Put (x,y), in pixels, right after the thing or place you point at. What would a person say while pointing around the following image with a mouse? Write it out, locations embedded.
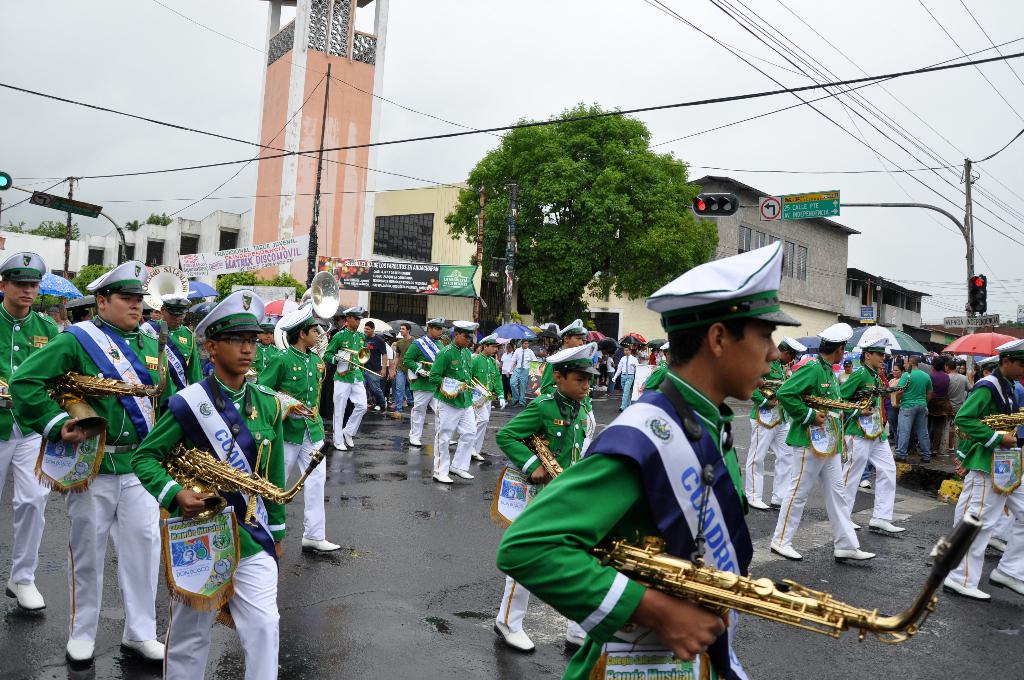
In this image we can see a group of persons (665,460) and among them there are few persons (306,527) holding objects (136,384). Behind the persons (484,339) we can see the buildings (237,242), poles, tree (642,265) and banners (342,273) with text (406,270). On the right side (762,204), we can see a traffic signal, a board (795,207) with text (817,210) and wires (681,22). On the left side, we can see the traffic light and wires (394,142). At the top (387,92) we can see the sky (108,64).
